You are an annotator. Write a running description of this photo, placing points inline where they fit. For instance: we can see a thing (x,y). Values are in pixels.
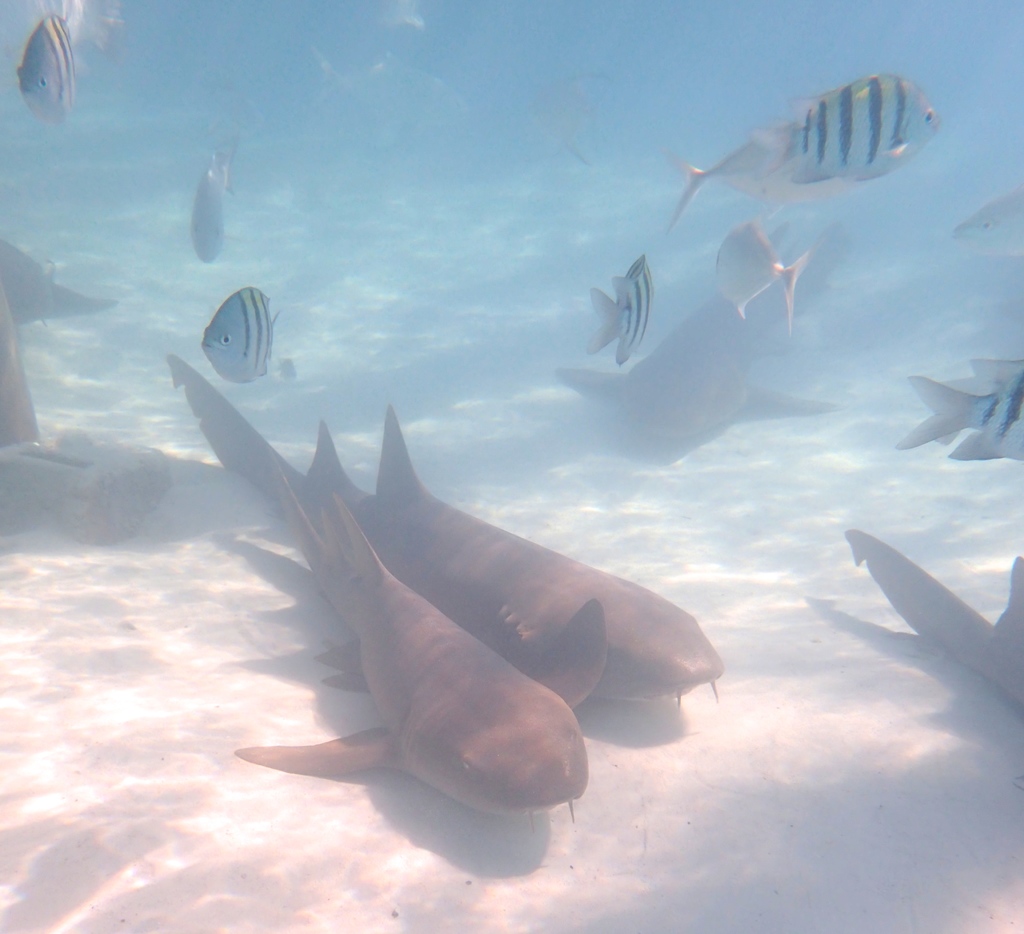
In this image we can see there are fish (571,124) in the water (477,270).
